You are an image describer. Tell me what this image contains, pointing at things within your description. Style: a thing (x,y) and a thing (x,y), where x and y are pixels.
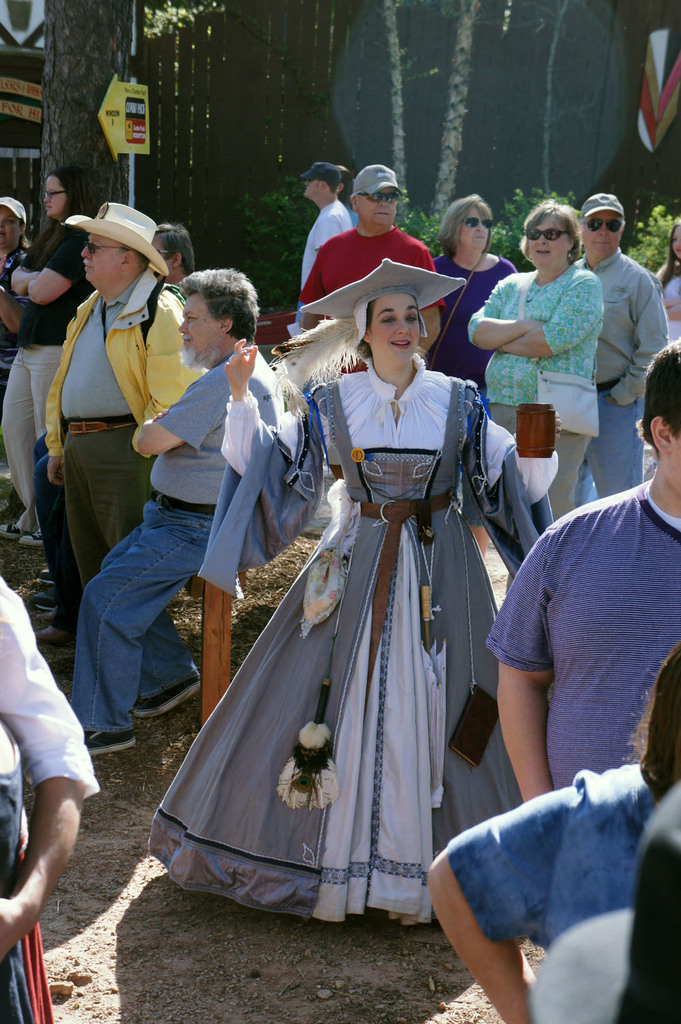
In the center of the image (398,398) we can see a few people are sitting and a few people (417,447) are standing and they are in different costumes (317,502). Among them, we can see a few people (446,535) are wearing hats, few people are wearing glasses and one person (401,599) is smiling. On the left side of the image (16,776), we can see one human hand (34,830) and clothes (41,758). On the right side of the image (644,727), we can see a few people (605,732). In the background (241,131) there is a fence (251,166), plants (267,234), one sign board (142,90) and a few other objects (2,47).
